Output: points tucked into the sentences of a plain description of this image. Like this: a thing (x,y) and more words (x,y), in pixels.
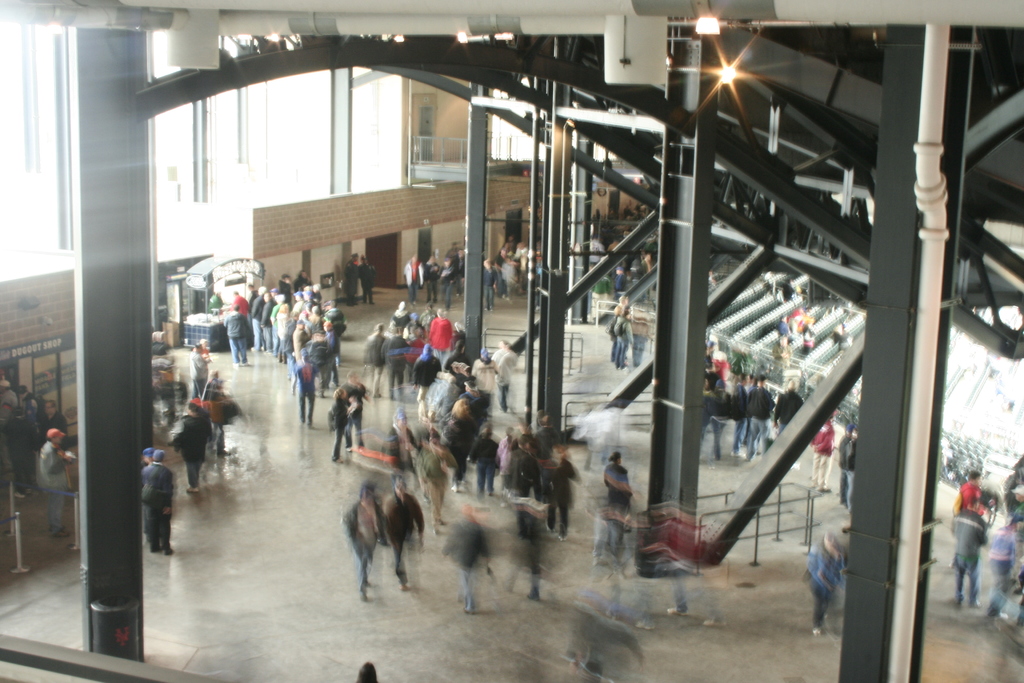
In this picture, we see people (505,472) are walking. On either side of the picture, we see pillars (875,350). Behind that, there are many pillars (548,127) and lights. On the left side (184,242), we see a wall (334,202) and windows (299,189). At the top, we see the roof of the building (699,138).
